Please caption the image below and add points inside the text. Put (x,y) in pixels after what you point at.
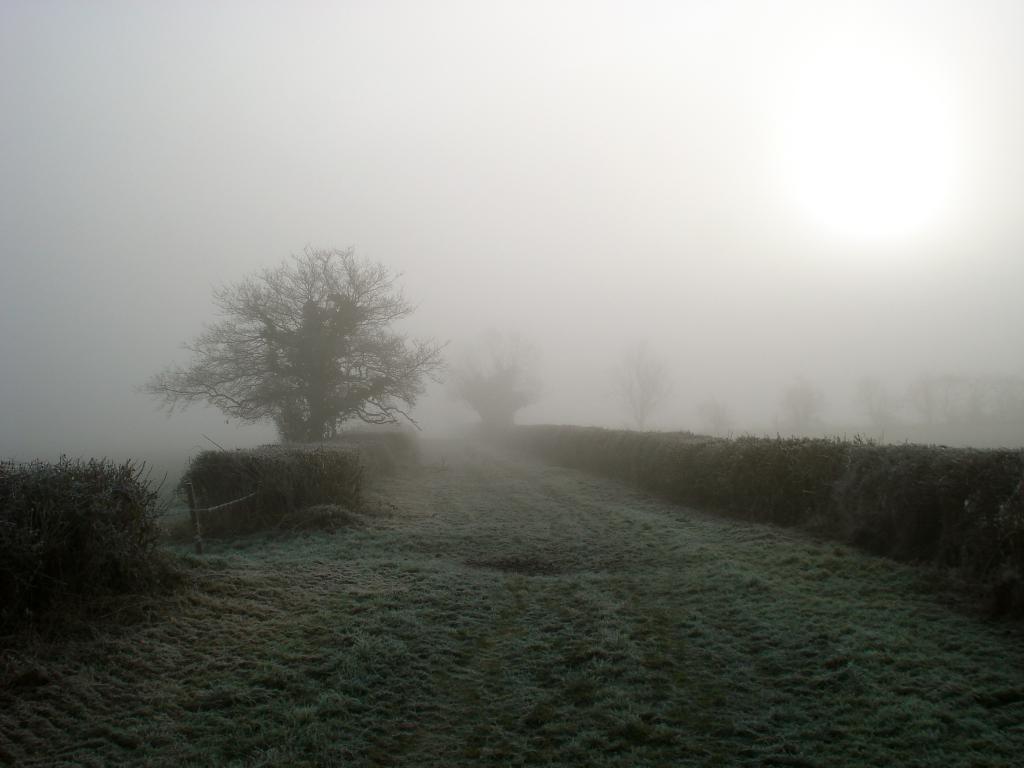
This is an outside view. At the bottom (401,663) I can see the grass (353,677) on the ground (634,697). On the right (876,528) and left side of the image (147,532) there are few plants (135,525). In the background (308,381), I can see many trees (270,370) in the fog (542,244).
